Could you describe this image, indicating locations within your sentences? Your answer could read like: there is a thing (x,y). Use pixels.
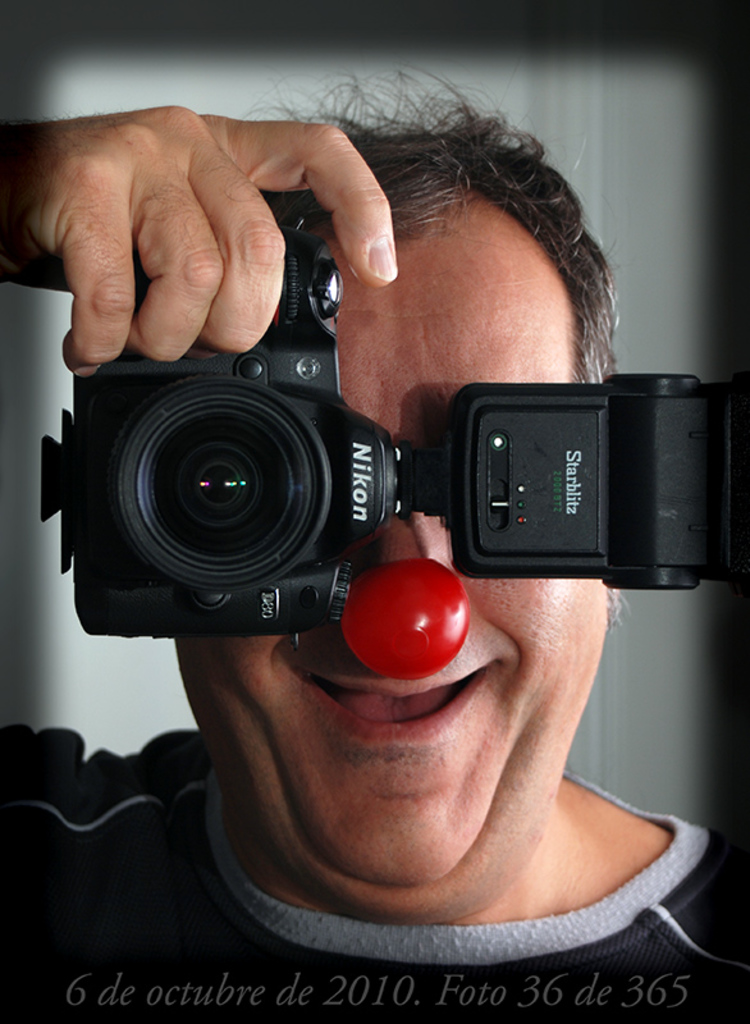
In this picture there is a man (719,890) holding the camera (297,514) and smiling. At the bottom (577,991) there is text (577,991). At the back (665,783) it looks like a wall (705,790).
